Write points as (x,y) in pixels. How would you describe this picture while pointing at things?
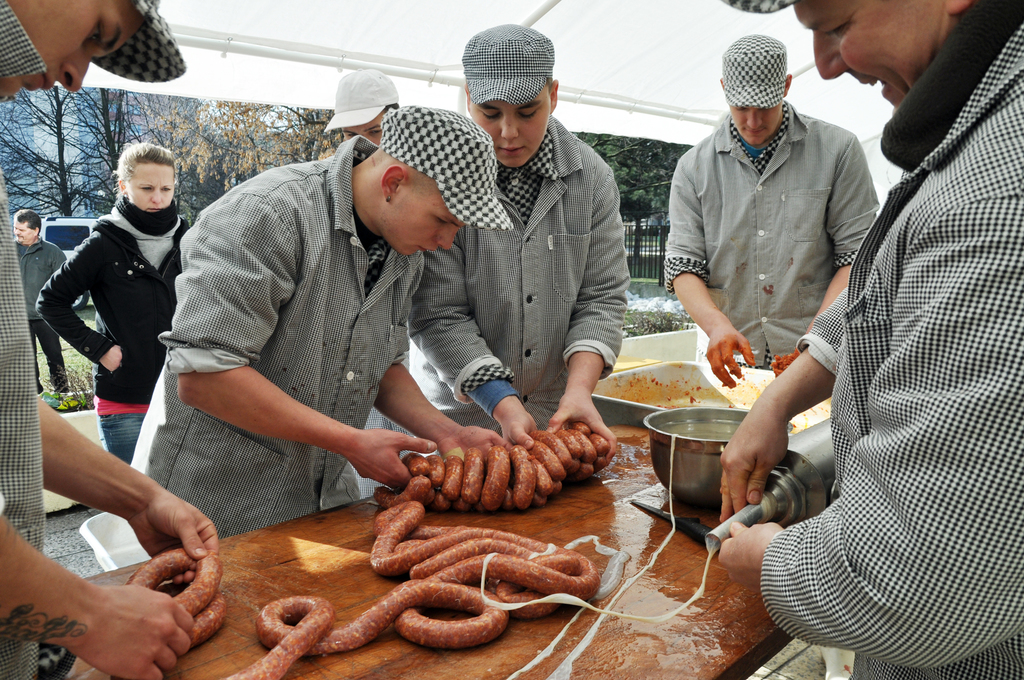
In this image there are a few men (73,442) standing. In between them there is a table (595,550). There are hot dogs (536,463), a bowl (663,422) and a tray (654,396) on the table (607,504). In the center (415,404) there are two men (499,442) holding hot dogs (487,469) in their hands (514,424). Behind them there is a woman (92,266) and a man (33,250) standing. In the background (102,138) there are trees (169,122), buildings (41,149) and a railing (635,237). At the top (396,30) there is a ceiling (403,27) of a tent (537,23).
